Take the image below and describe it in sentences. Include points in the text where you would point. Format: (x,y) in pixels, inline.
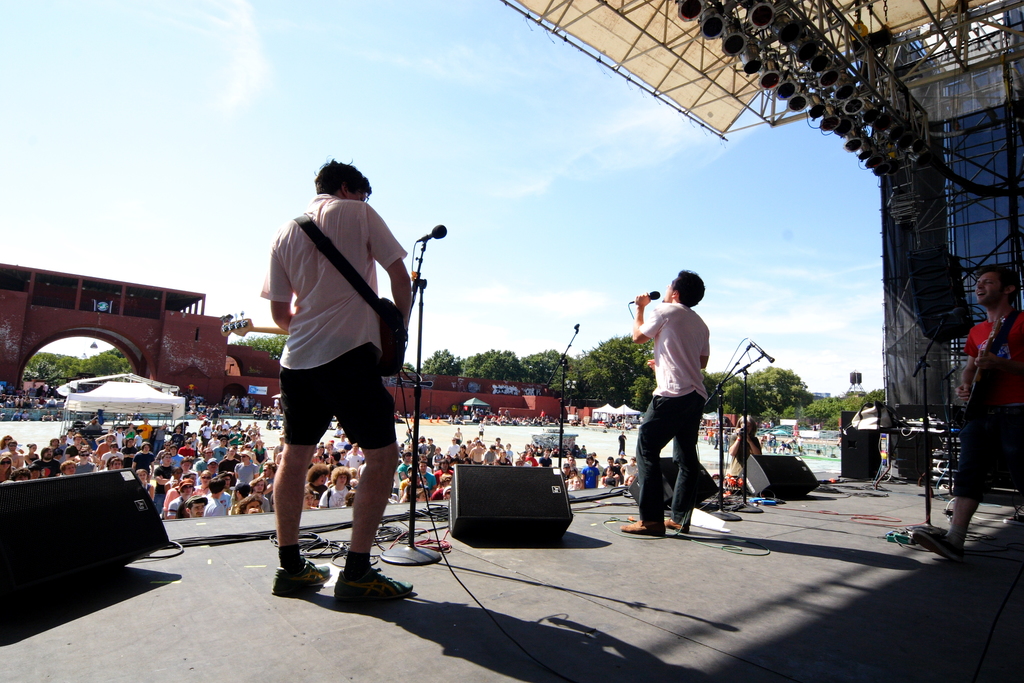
This picture is clicked outside the city. In front of the picture, we see a man (352,285) in the white shirt (319,302) is playing a guitar (381,328). In front of him, we see a microphone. Beside him, we see a man (684,375) in the white shirt (676,324) is holding a microphone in his hand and he is singing the song on the microphone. On the right side (980,420), the man (1010,369) in red T-shirt (1020,381) is playing guitar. In front of them, we see people (432,443) standing on the road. Behind them, we see a white color tent (144,390). There are trees (613,380), tents (472,406) and buildings (533,388) in the background (584,410). On the left side (112,328), we see a bridge (80,328) or an arch (91,327) and trees (60,362). At the top of the picture (313,149), we see the sky (276,137).
